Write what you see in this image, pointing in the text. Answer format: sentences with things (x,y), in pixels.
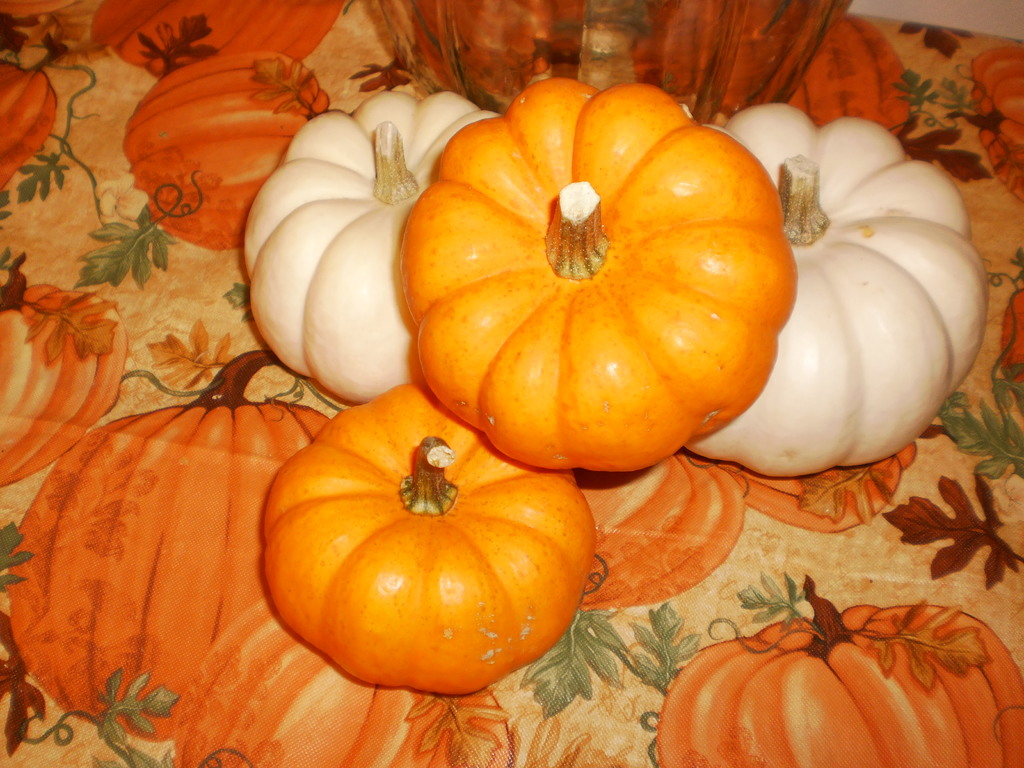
In this image there are pumpkins (509,157) are placed on a table (661,589).
